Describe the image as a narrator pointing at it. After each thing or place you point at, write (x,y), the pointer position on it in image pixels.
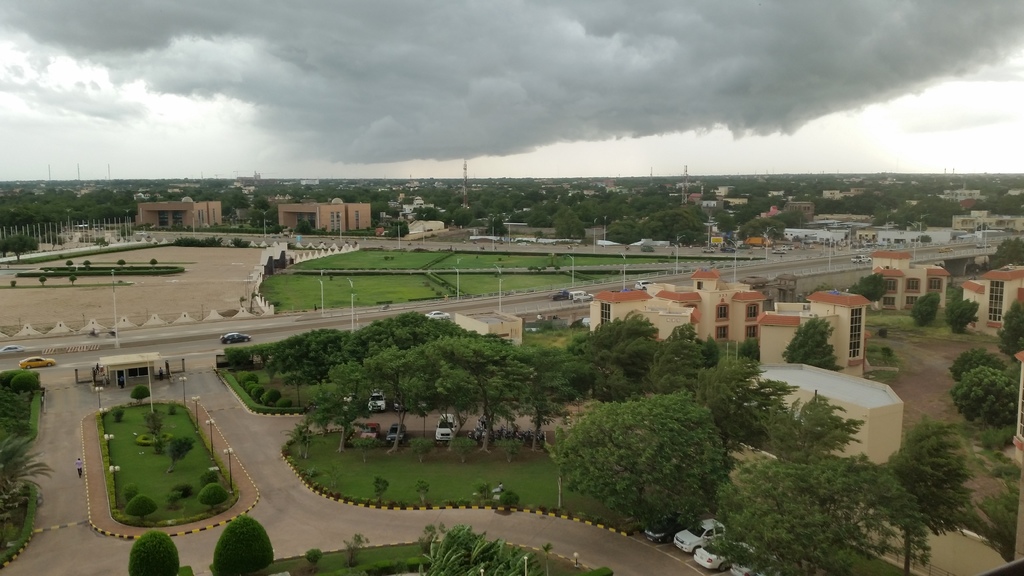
These are the trees (599,436), there are vehicles (395,436) that are parked under these trees (643,492). In the right side (1006,266), there are buildings (863,347) at the top (591,82) it's a cloudy sky (541,145).
